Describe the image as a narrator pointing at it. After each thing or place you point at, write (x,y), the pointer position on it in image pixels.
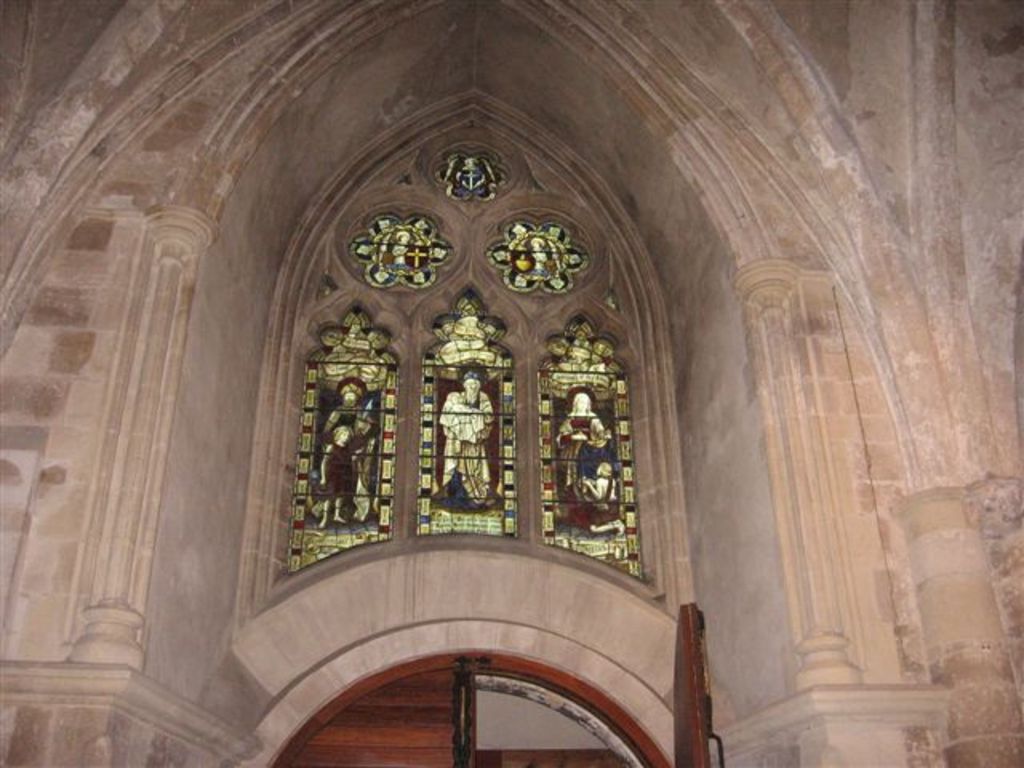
There is an arch (342,303) in the center of the image (682,314) and there is a door (566,682) at the bottom side of the image (395,707), there are glass windows (436,403) with painting (510,419) in the center of the image (481,373).
